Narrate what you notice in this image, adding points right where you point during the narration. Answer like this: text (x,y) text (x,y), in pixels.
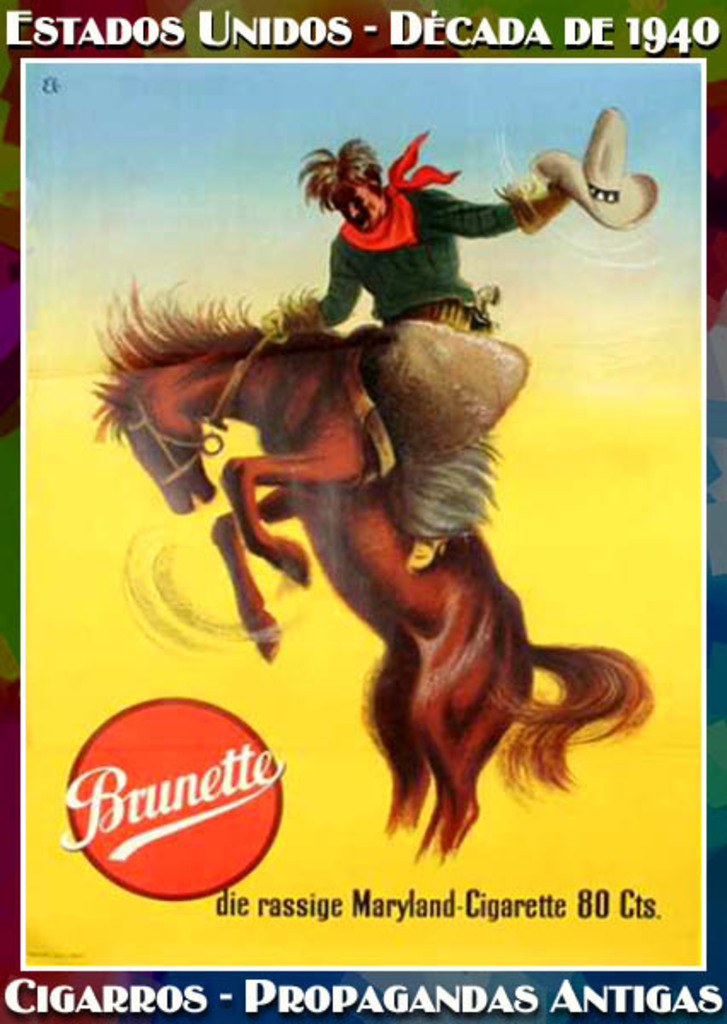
In this image there is a poster (403,423), in that poster (312,411) there is a horse (318,476) and there is a man (422,245).
